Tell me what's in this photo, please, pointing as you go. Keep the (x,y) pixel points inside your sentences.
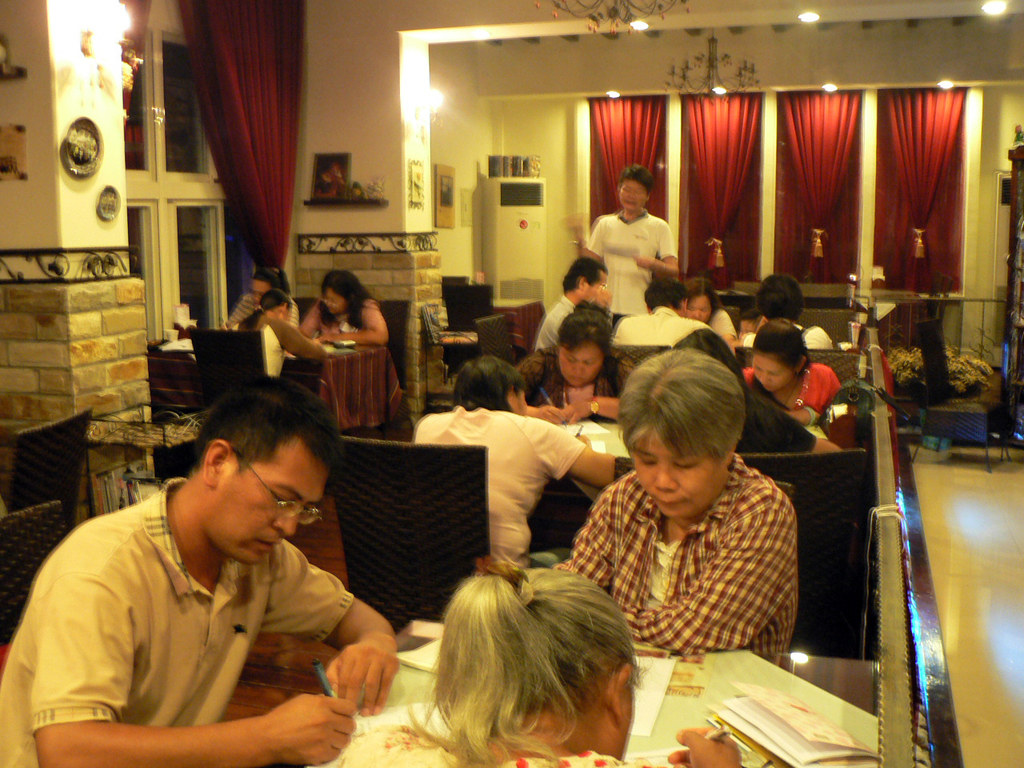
in this image the people (703,424) they are sitting on the chair (823,461) and writing something and the room (510,318) has cooler (495,250), table (755,668), chairs (454,554), papers (812,748) and some flower vase (954,365) are there and the back ground (830,149) is red.
